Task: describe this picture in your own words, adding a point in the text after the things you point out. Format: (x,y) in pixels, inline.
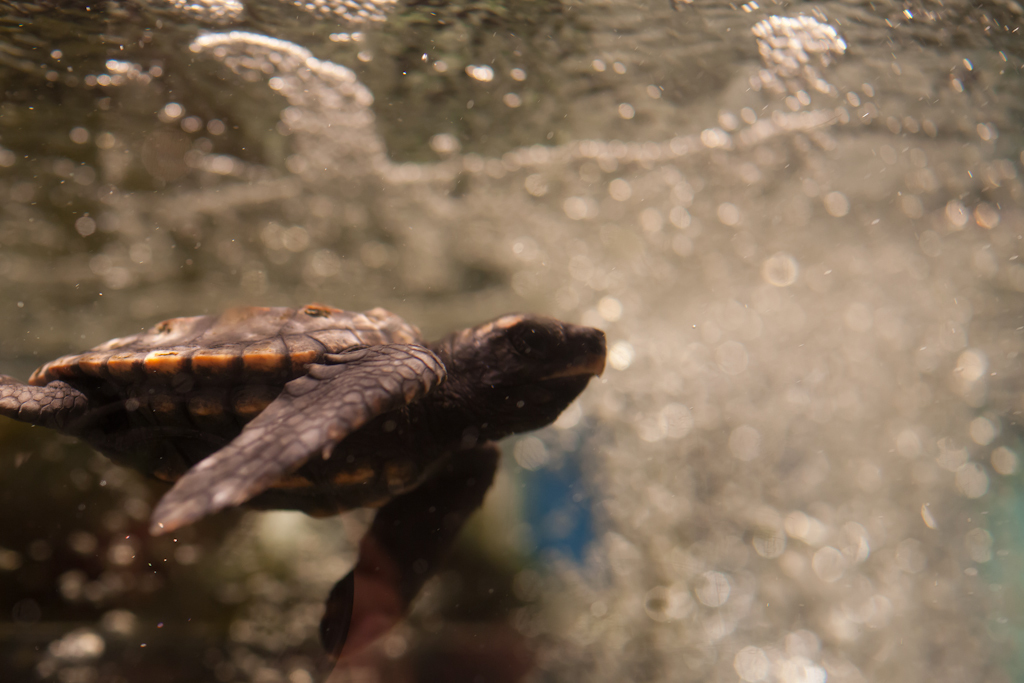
In this image we can see a turtle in the water (697,139).
